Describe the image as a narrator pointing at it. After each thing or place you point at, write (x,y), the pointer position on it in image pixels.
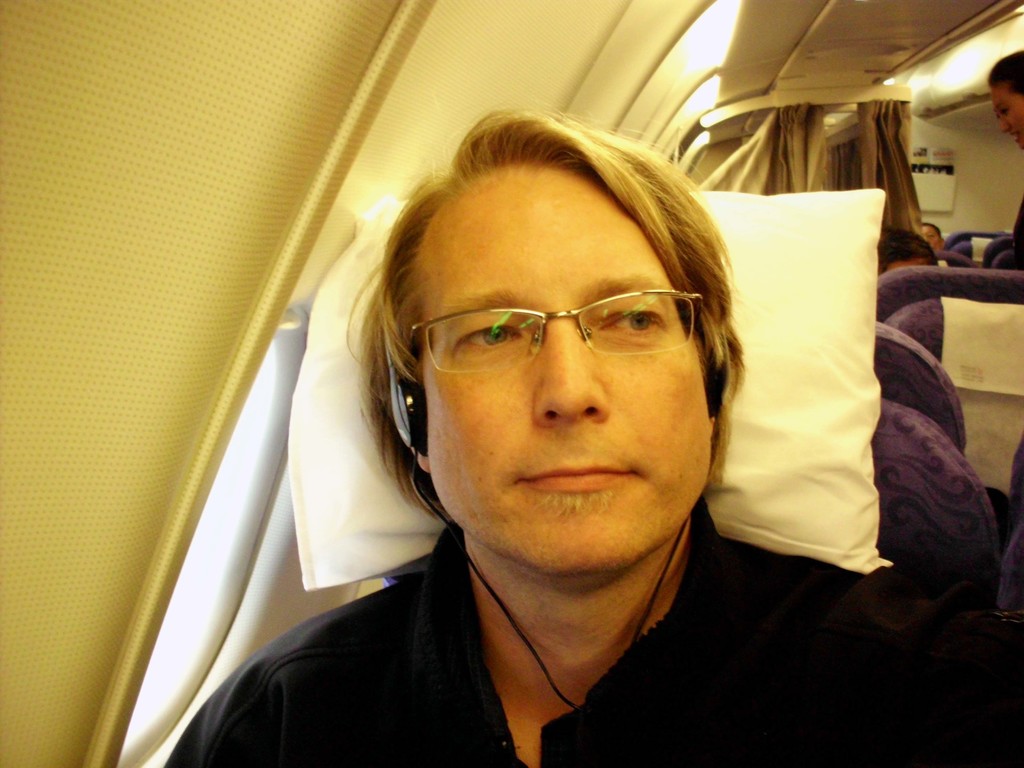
In this image, there is a person (706,521) wearing spectacles (658,335) and sitting on the seat (891,484) beside the window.
